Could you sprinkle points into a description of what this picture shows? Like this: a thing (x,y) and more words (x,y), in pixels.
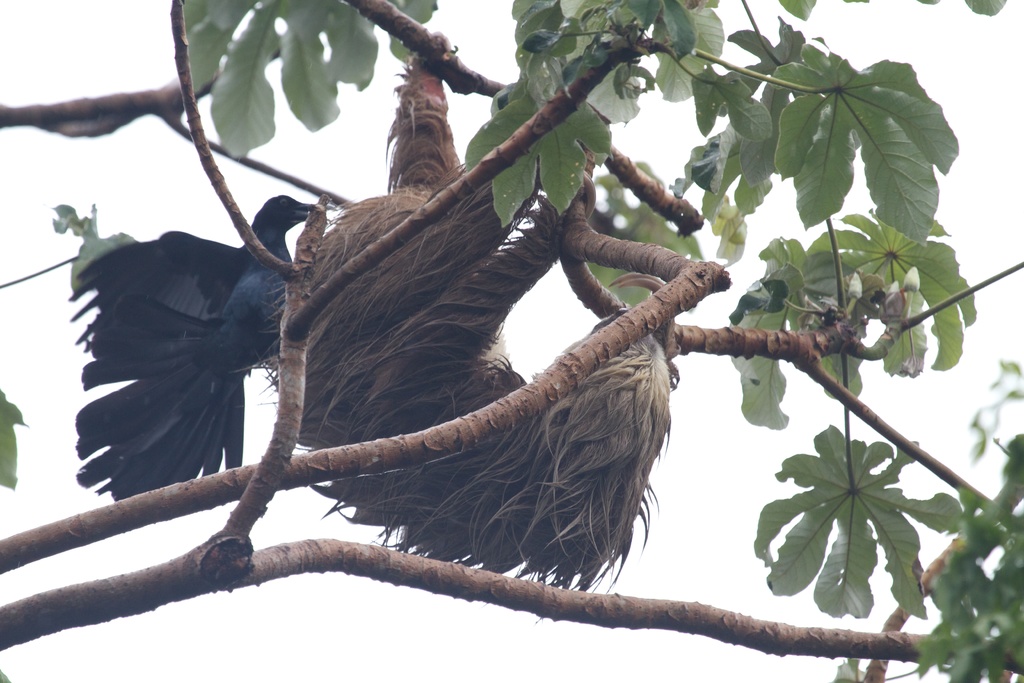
There is a black color bird (263,283) and other animal (454,395) on a tree (616,261).
